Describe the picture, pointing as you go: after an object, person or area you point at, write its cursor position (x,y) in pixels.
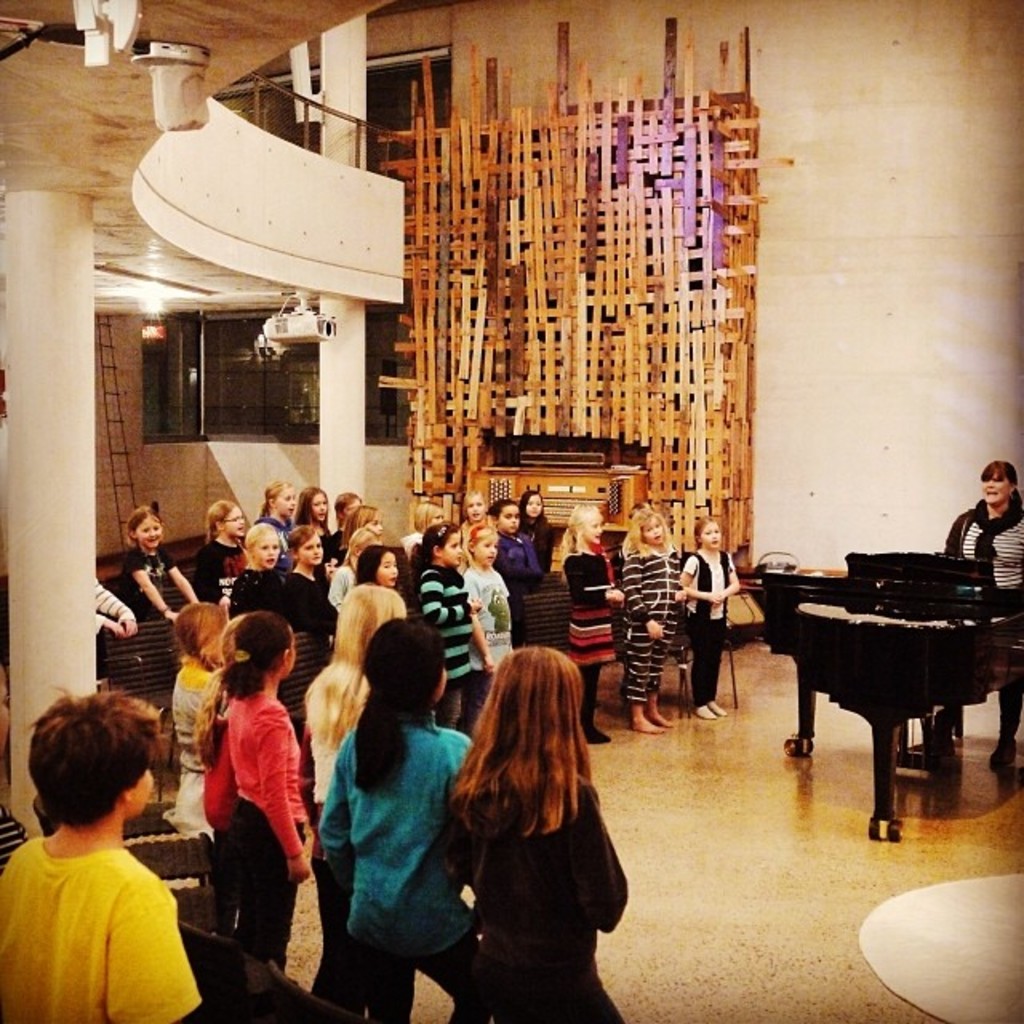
It is a big hall (498,583) there are some kids (435,631) standing, there is a piano (872,591) a woman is standing in front of that she might be teaching them music above that to the roof (284,282) there is a projector (297,316) there are also two pillars (352,386) on the either side, in the background (700,226) there is a wooden board (564,204) and a wall (806,190) and very big window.
